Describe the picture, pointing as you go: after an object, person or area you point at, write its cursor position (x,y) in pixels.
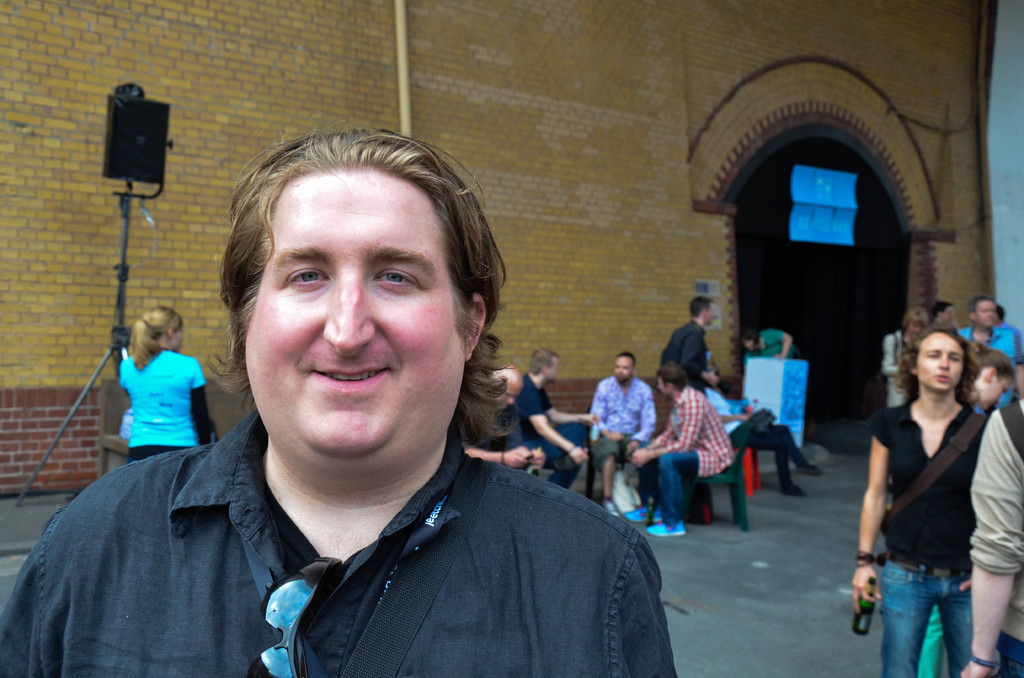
In the foreground of this image (350,399), there is a man (394,481) and also we can see a spectacle (265,618) to his shirt (265,631). Behind him, there are few people (993,520) standing and few are sitting on the chairs (741,435). On the right (940,454), there is a person (947,624) standing and holding a bottle (857,621). On the left (144,374), there is a woman (143,355) standing. In the background (464,142), there is a wall (722,216), a speaker (160,146) like an object (160,152) to the stand (121,211), an arch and a person (778,346) near a podium (778,383).
